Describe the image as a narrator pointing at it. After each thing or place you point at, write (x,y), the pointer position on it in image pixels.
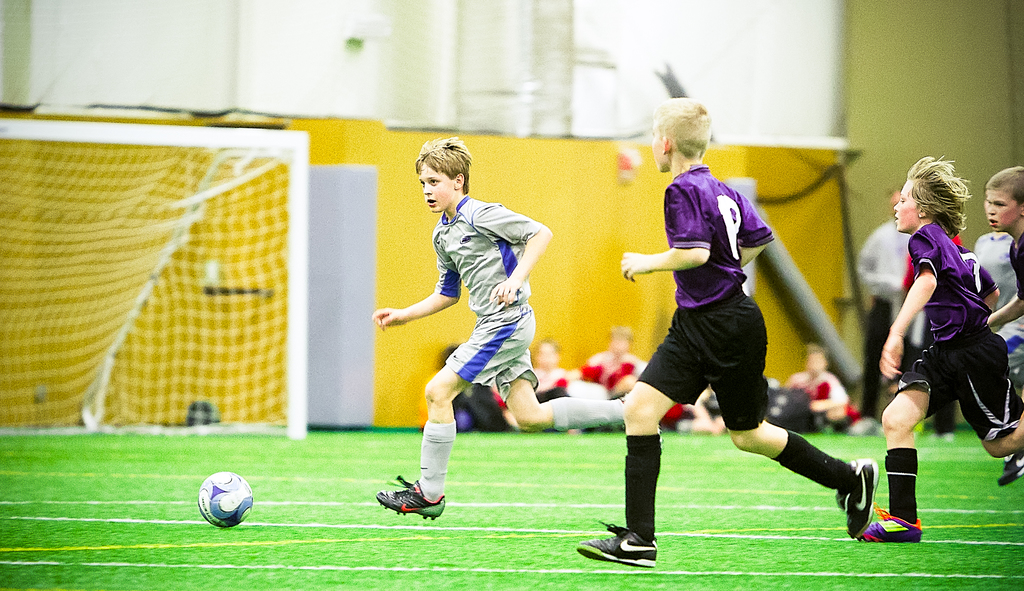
In this image I can see there are children's (934,389) playing a game on the ground (415,434) and in the middle (594,294) I can see yellow color fence (647,178), in front of the fence (615,317) I can see some persons (502,407) sitting on the ground (474,440), at the top (440,36) I can see the wall (727,35).
